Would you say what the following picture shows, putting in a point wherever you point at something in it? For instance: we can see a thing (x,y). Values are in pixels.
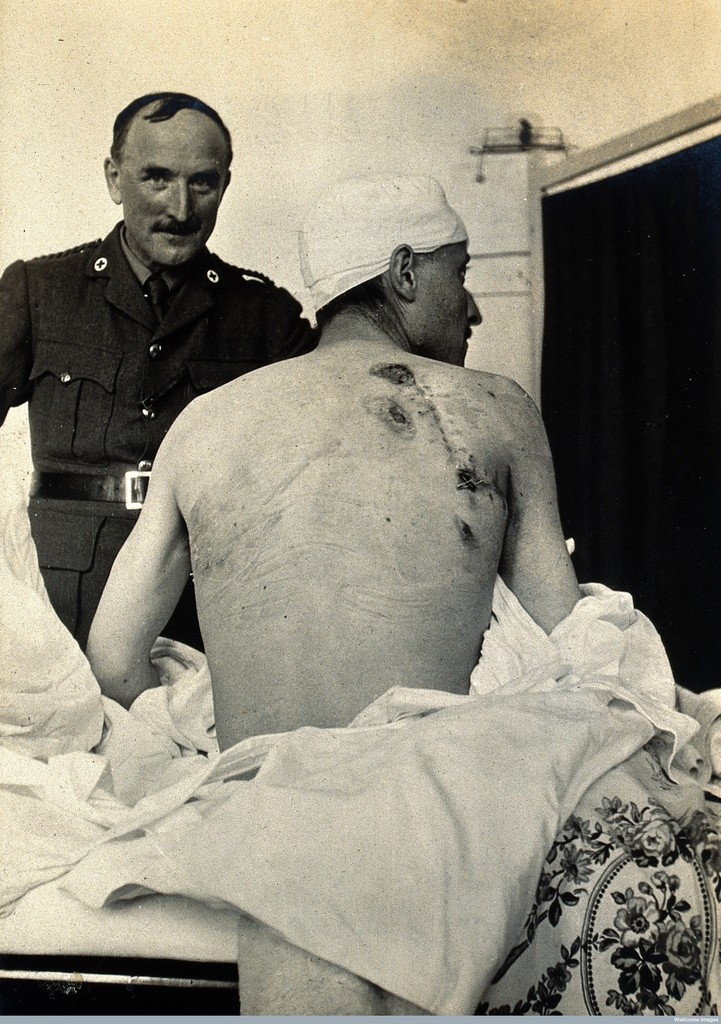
This is a black and white picture. In the middle of the picture (377,545), we see the man (289,629) is sitting on the bed (173,851). Beside him, we see a white color bed sheet (337,889). In front of him, we see a man (138,329) in the uniform (164,421) is standing and he is looking at the camera. Behind him, we see a white wall (360,133). On the right side (622,185), we see a board (688,636) or a door (649,565) in black color.
